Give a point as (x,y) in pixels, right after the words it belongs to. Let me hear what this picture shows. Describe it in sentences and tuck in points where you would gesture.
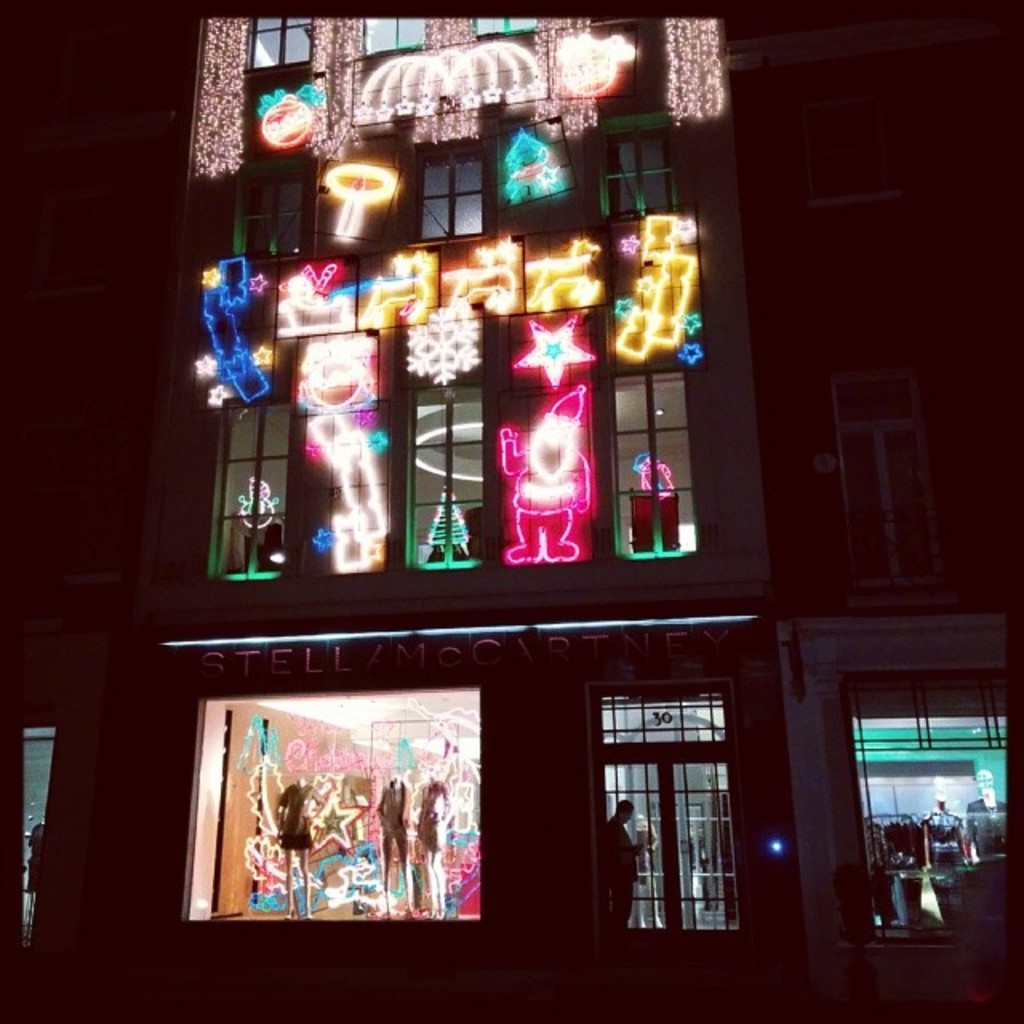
In this picture we can see a building (558,577), stores (671,752), door (731,852), some persons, mannequins (430,826), board (325,686), windows (218,492) and decorating lights (540,348), wall (757,403).
